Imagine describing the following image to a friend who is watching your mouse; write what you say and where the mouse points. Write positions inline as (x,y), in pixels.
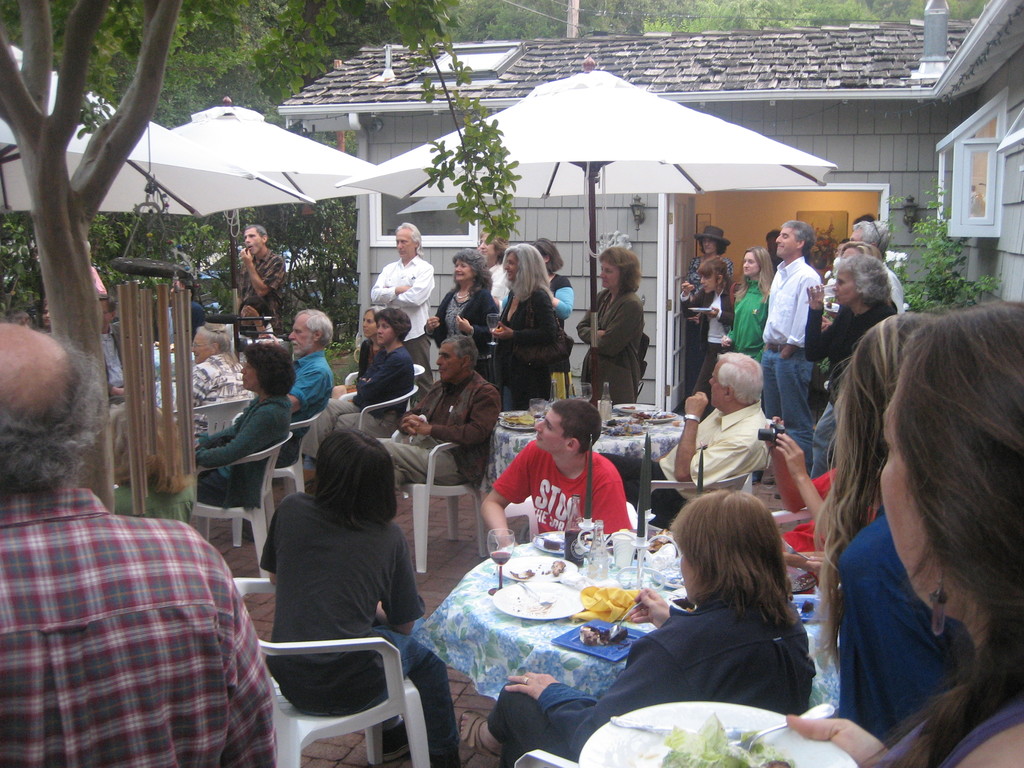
In this image we can see a group of people (703,602) sitting behind the tables (829,684), which contains plates (608,646), glass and some objects (650,555) on it, there are umbrellas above them, behind them there are people (525,311) standing and a few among them are holding plates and glass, behind them there is a house (656,63) and a plant (340,288), on the left side of the image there is an object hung to a tree (236,3) and there are trees (248,43) in the background (172,227).
